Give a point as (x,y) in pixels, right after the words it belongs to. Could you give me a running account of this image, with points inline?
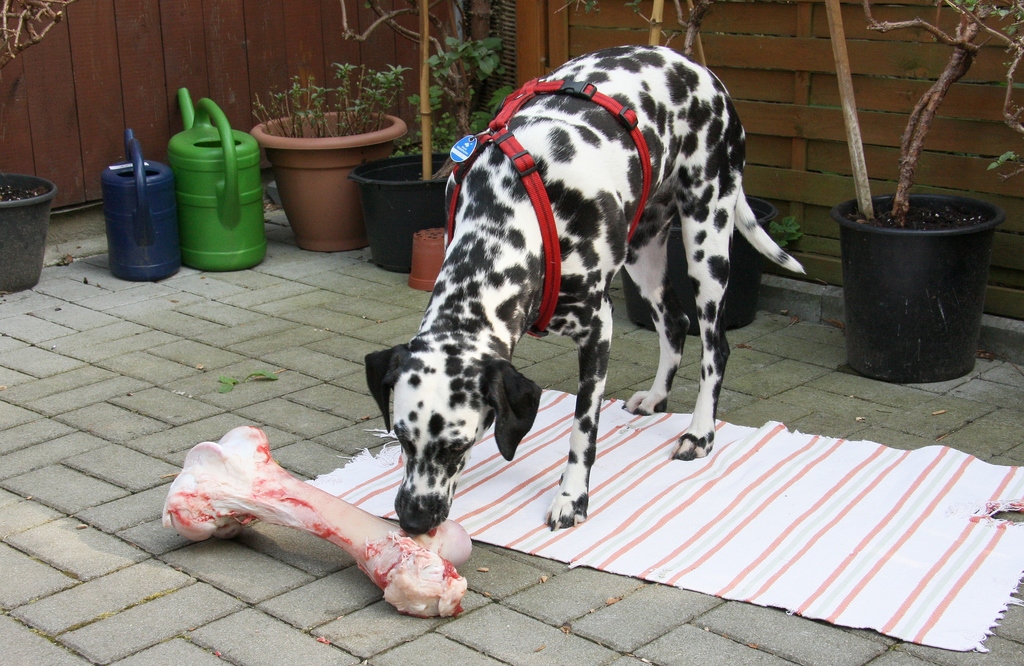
In this picture we can see a dog (425,337), meat (237,489), cloth (769,509), house plants (339,155) and water cans (181,258) on the floor (280,351). In the background (189,54) we can see sticks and the walls (506,59).
